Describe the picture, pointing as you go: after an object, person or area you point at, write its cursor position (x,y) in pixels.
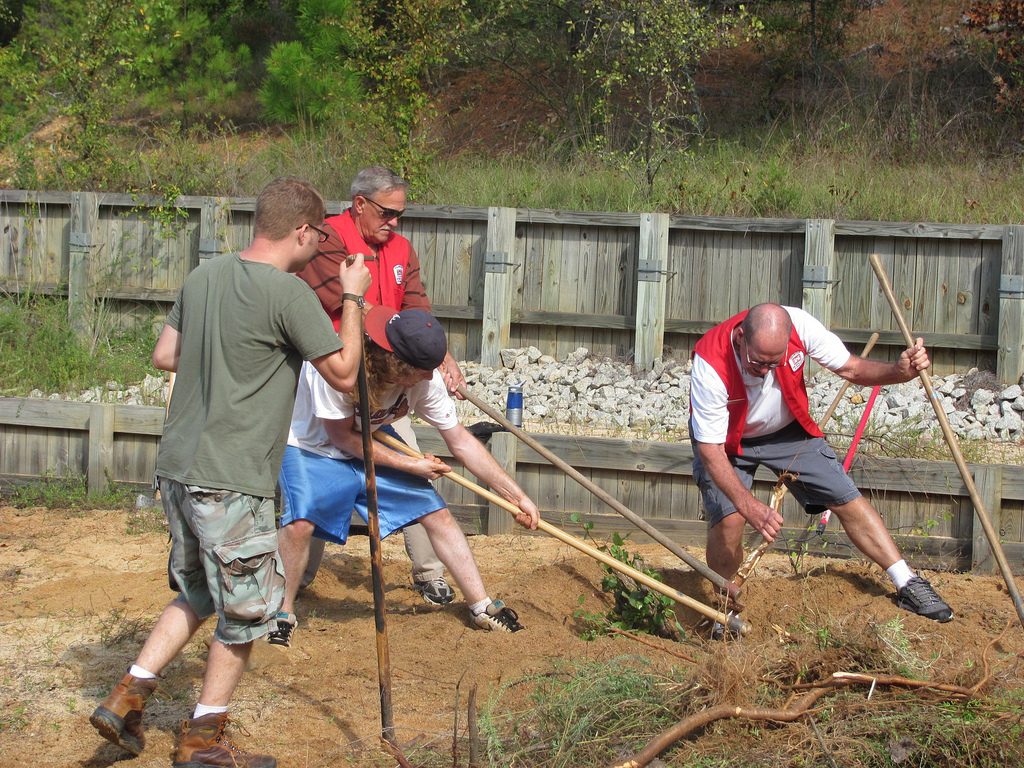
In the image there are four men (346,369) digging soil (680,651) with sticks (387,723), behind them there is wooden fence (608,300) with rocks (582,387) in front of it and behind it there are plants (409,140) and grass (838,173) on the land (690,184).
